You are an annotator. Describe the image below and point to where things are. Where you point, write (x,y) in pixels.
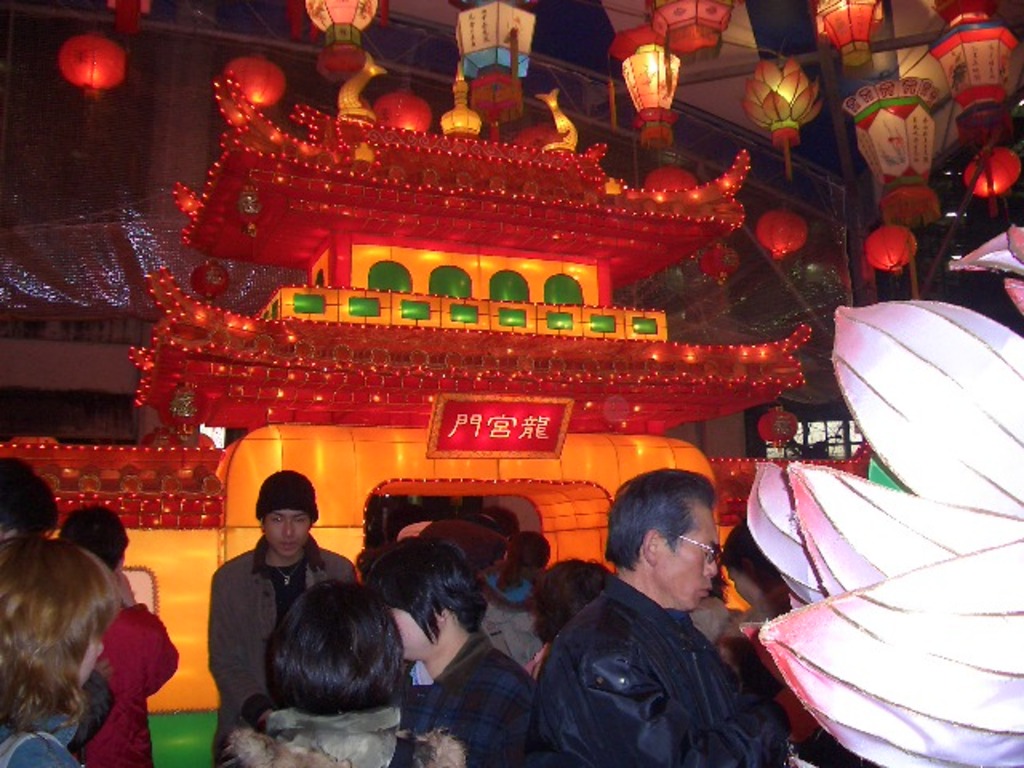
In this image we can see many people (366,550). One person (299,505) is wearing a cap (300,486). Another person (652,473) is wearing specs (712,546). And there are decorative items (468,342). Also there are lights (344,61) hanged.
